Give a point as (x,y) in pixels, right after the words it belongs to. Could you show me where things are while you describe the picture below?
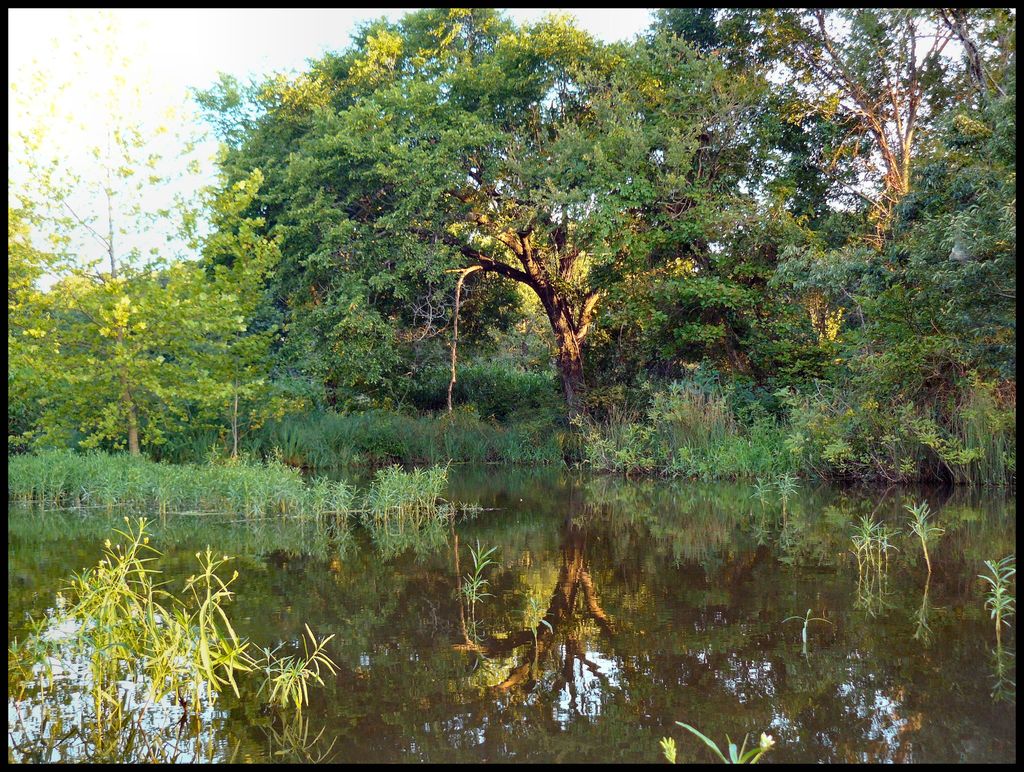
This image consists of water (449,636). In the background (383,318), there are many trees (431,332) along with plants (249,454). It looks like it is clicked near a pond (341,633). At the top (122,43), there is sky (168,52).
